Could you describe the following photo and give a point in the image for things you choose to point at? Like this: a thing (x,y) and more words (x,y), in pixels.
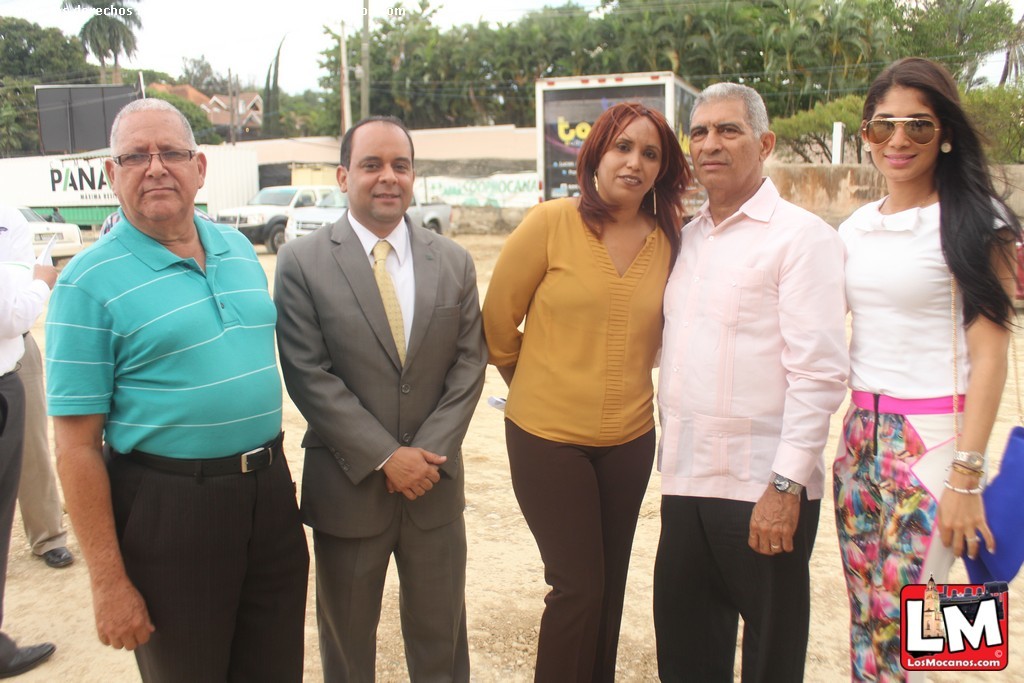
In the middle of the image (571,230) few people (387,162) are standing and smiling. Behind them there are some vehicles (2,177). Top right side of the image (927,48) there are some trees (666,22) and plants (1009,104). Top left side of the image (131,32) there are some trees (63,38) and buildings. Behind the trees (9,46) there are some clouds (333,27) and sky (318,32).
